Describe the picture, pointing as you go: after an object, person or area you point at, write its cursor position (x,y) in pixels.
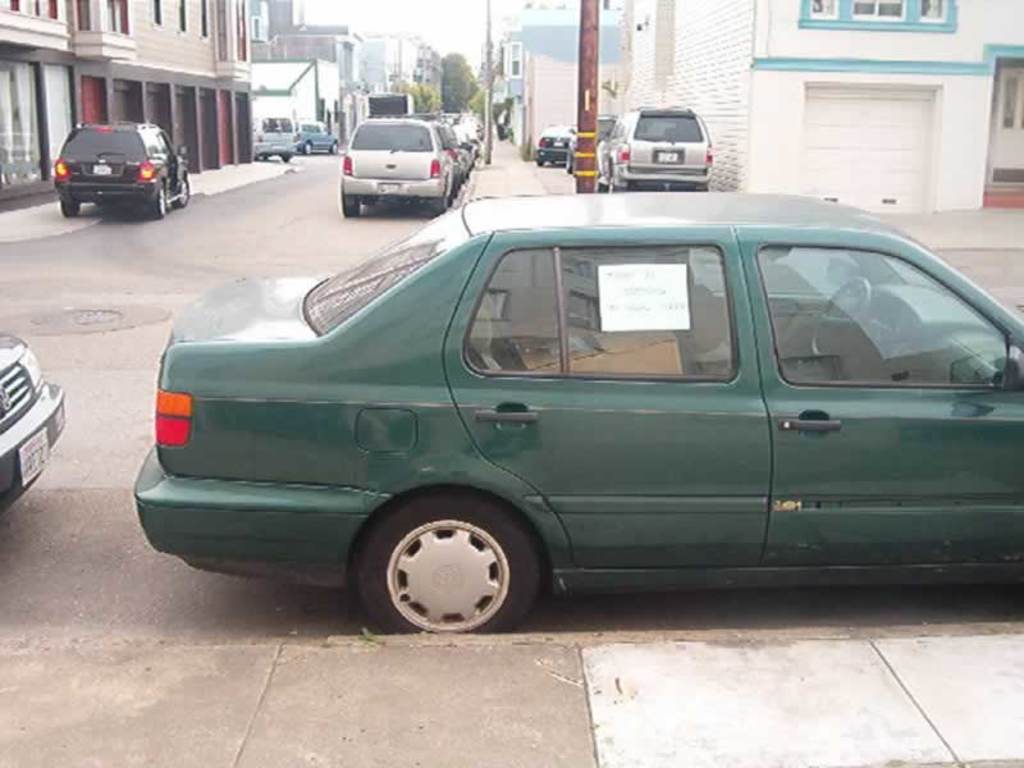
In this picture I can observe some cars (166,193) parked on either sides of the road (323,175). I can observe green, black and silver color cars (379,175). On the right side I can observe a pole (584,50). In the background (258,73) there are buildings (569,45) and trees (458,84).
